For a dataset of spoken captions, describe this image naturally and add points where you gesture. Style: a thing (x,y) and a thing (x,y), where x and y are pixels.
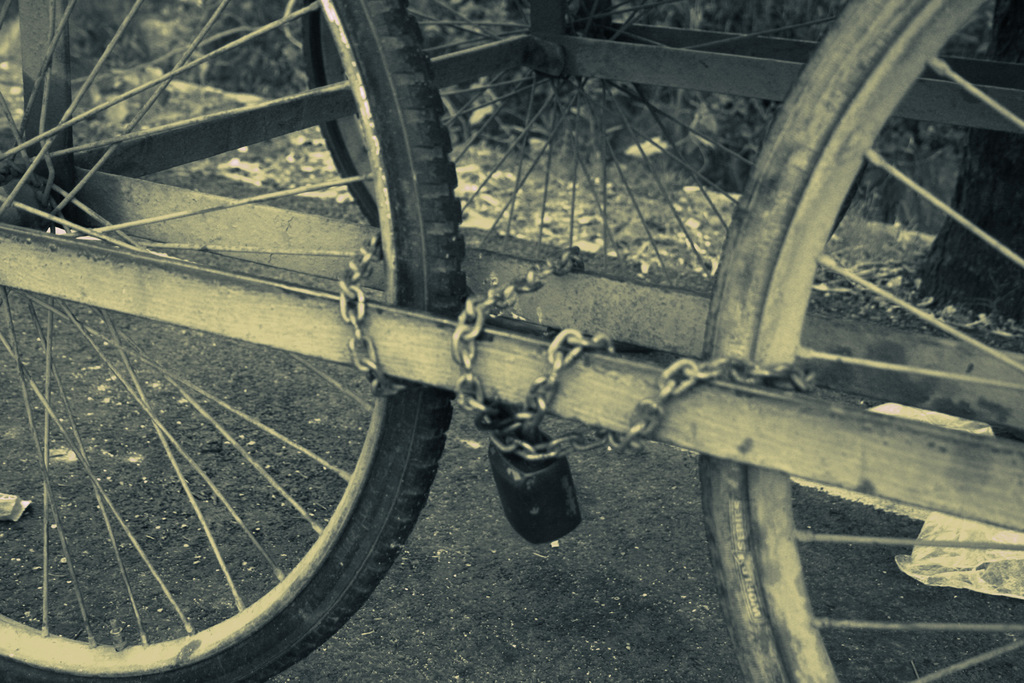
In this picture I can see there are three wheels (46,467) and they are tied with a chain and it is locked. There are some plastic covers (942,567) on the floor (523,225).
